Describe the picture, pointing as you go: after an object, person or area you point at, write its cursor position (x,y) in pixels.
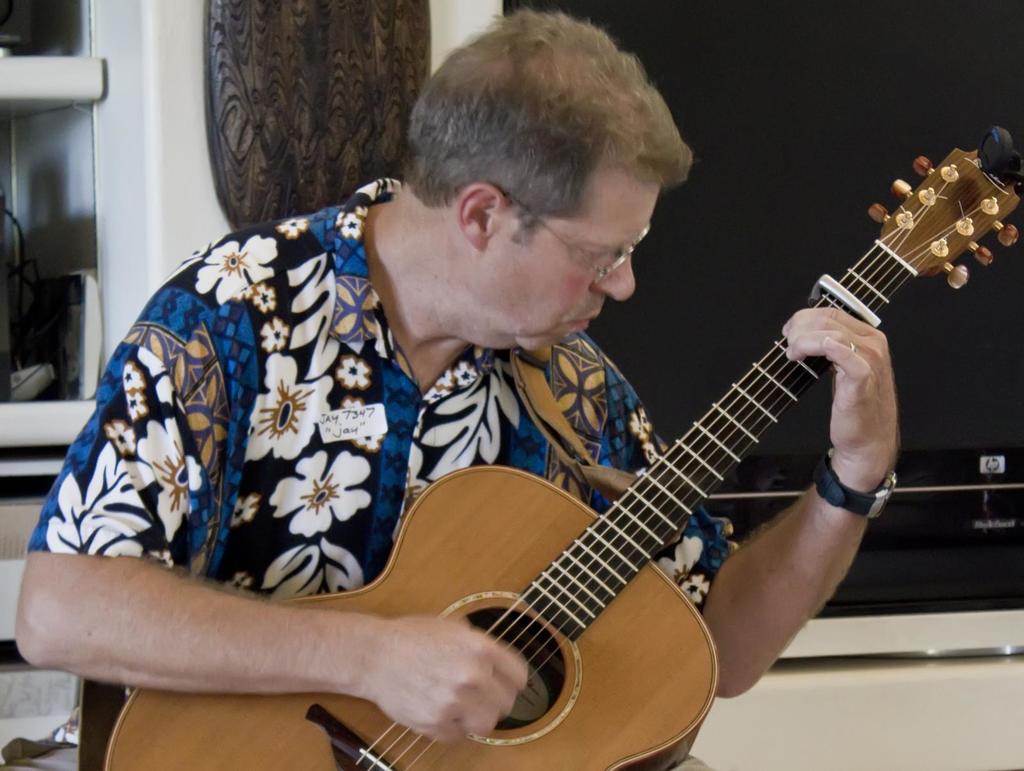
In the picture we can see a man (378,382) holding a guitar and playing it, man (396,318) is wearing a shirt (244,367) with flowers (273,385), and he is also wearing a wrist watch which is black in color, in the background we can see a screen (856,217), a shelf (10,99) which is white in color.
